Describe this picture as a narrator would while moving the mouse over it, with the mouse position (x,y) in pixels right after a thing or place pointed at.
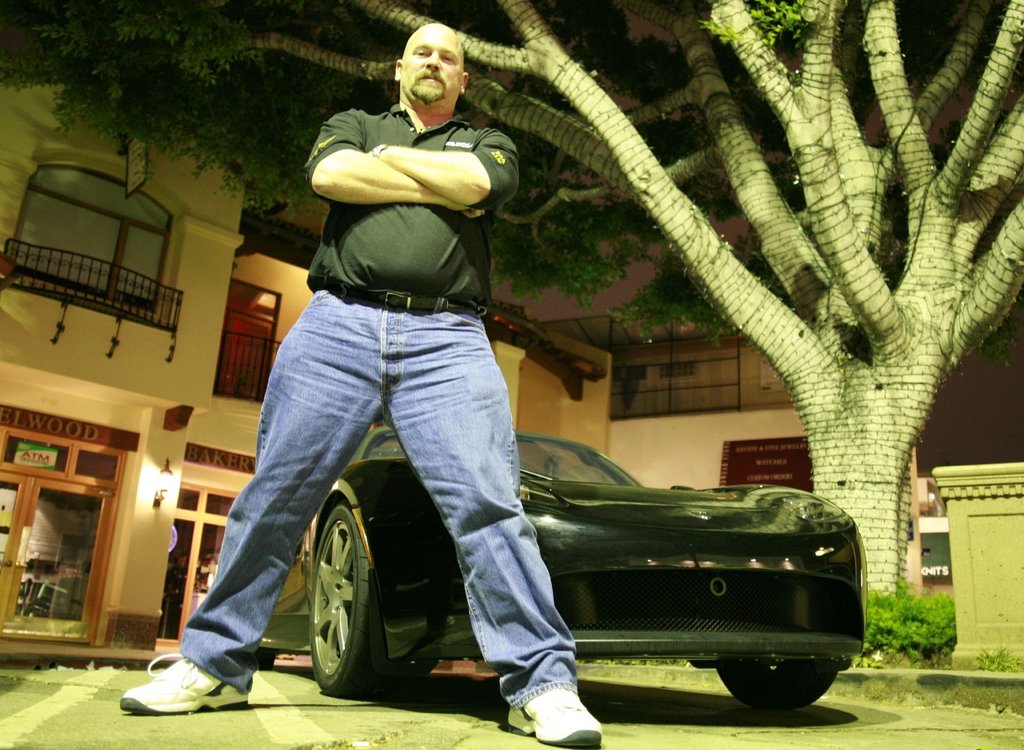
This image is taken outdoors. At the bottom of the image (278,722) there is a floor (116,695). In the background (16,348) there is a building (220,386) with a few walls (127,417), doors (94,569), windows (104,206), balconies (63,264) and railings (235,366). In the middle of the image (374,483) a car (541,487) is parked on the ground (596,676) and there is a man (333,260). On the right side of the image (843,210) there is a tree (675,165) and there are a few plants (910,632).
